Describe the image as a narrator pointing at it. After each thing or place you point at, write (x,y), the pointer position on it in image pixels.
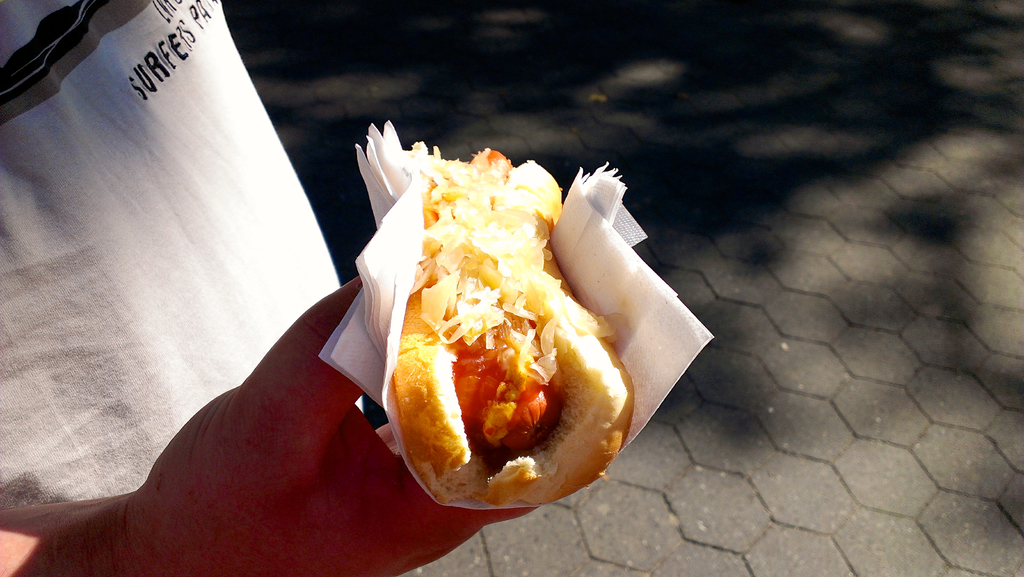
In this image I can see a person (404,514) is holding the food item (527,386) in his hand (365,460), this person (277,286) wears a white color t-shirt (190,236).
